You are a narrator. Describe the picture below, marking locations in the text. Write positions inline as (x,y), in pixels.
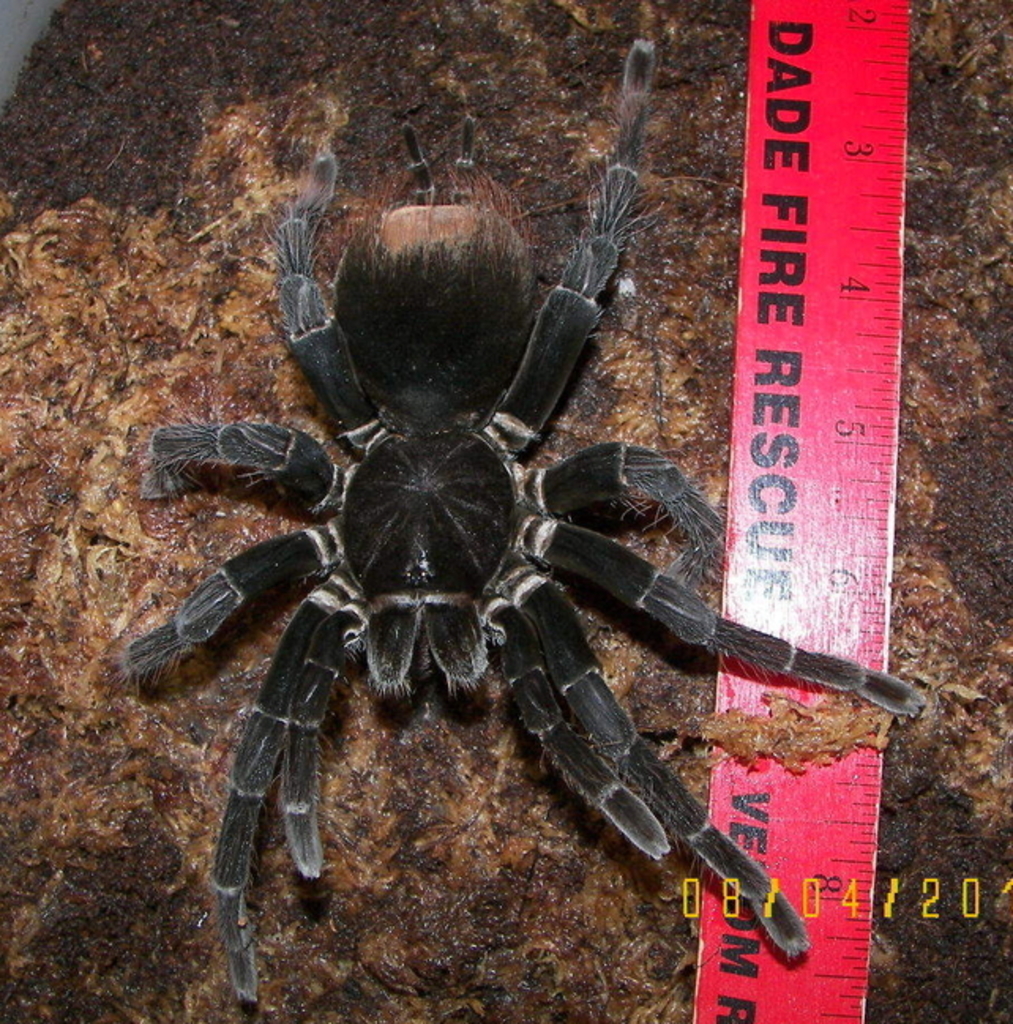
In this picture I can see a spider (590,276) and a measuring scale (803,491) with some text (778,241) on it and I can see text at the bottom right corner of the picture (963,914).
